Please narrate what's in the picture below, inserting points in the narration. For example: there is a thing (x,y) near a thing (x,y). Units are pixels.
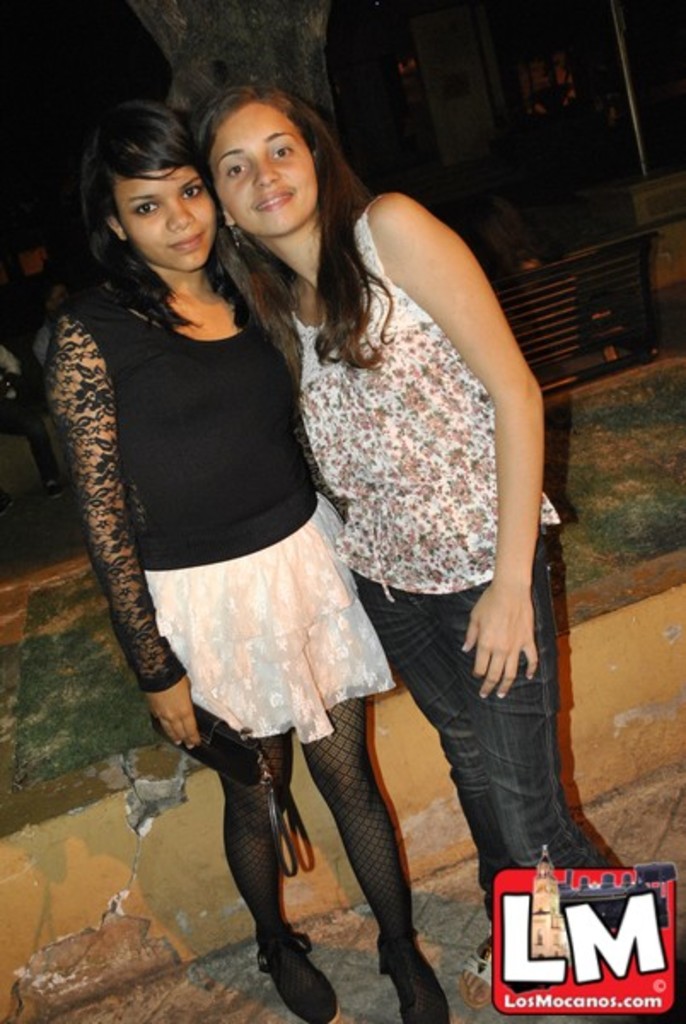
In this image there are two women (265,369) standing with a smile on their face (292,148), at the bottom of the image (578,918) there is a logo (553,918), behind them there is a concrete platform (577,658) with grass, on the other side of the platform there is a bench (563,310), lamp post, trees (327,101) and a few people (43,439) sitting on the concrete platform (29,470).
